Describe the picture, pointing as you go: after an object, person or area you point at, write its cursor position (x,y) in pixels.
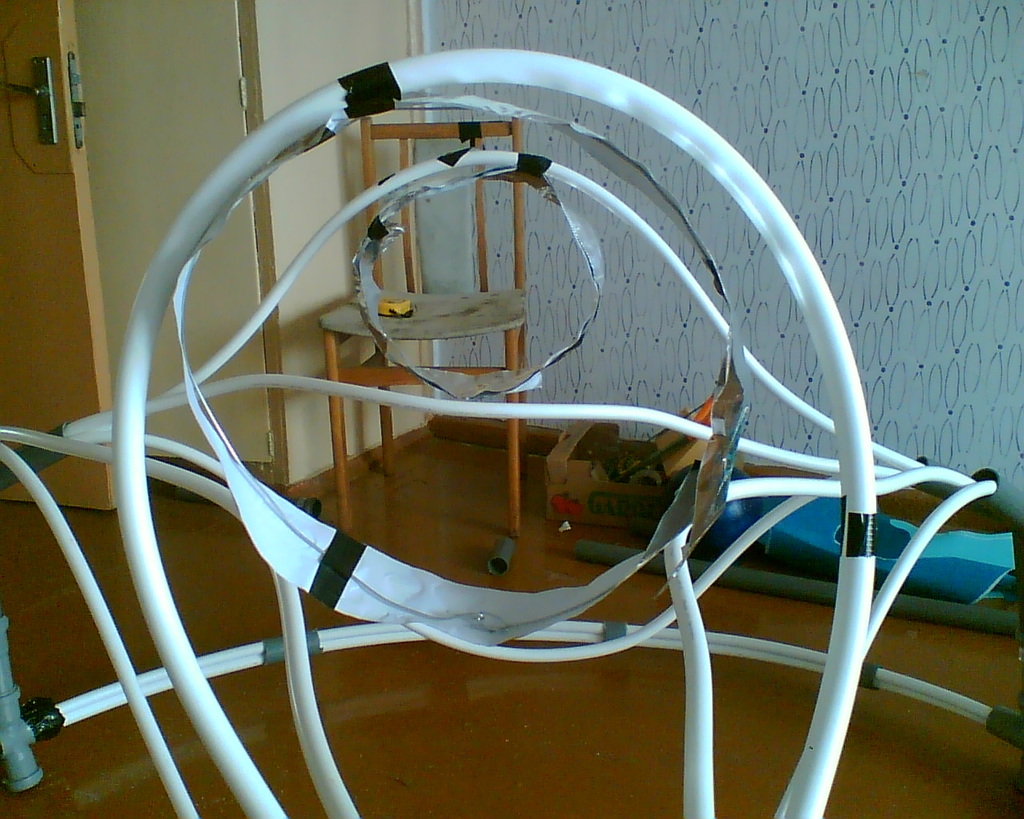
In the foreground of this image (118,430), there is a structure (70,711) made with pipes (82,702). In the background (935,605), there is pipe (974,617), cardboard box (569,450) and a cloth (964,574) like an object (975,586) is placed on the floor (1014,654). We can also see a chair (452,307), wall (559,28) and a door (57,45).
